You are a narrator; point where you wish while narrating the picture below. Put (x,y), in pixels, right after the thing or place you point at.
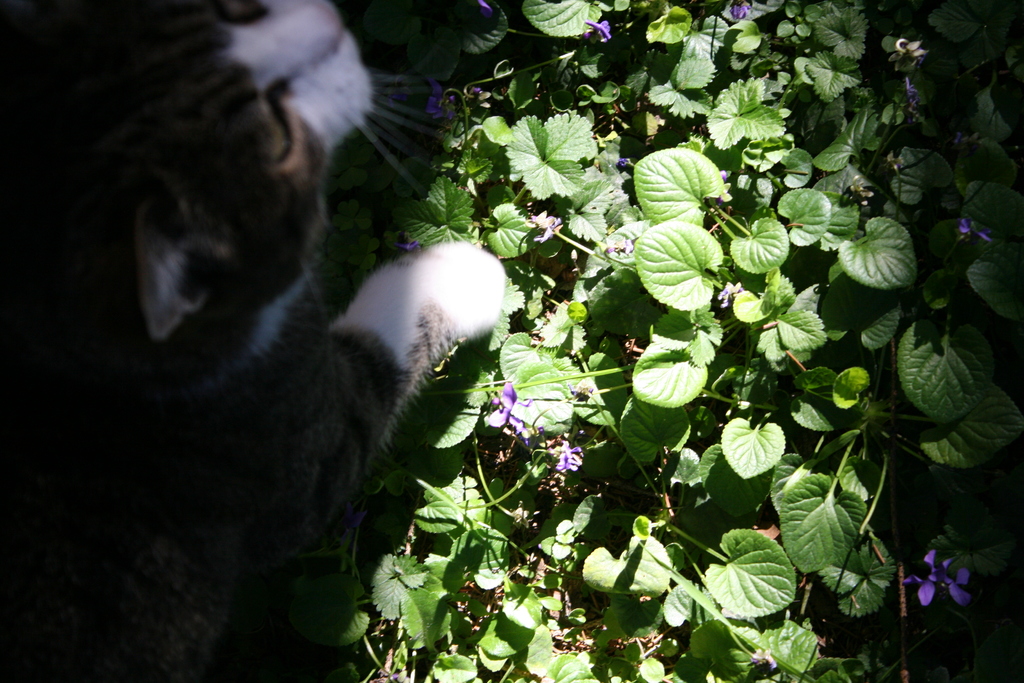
In the picture we can see a cat (264,541) and beside it we can see many plants (506,229) with some flowers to it.
